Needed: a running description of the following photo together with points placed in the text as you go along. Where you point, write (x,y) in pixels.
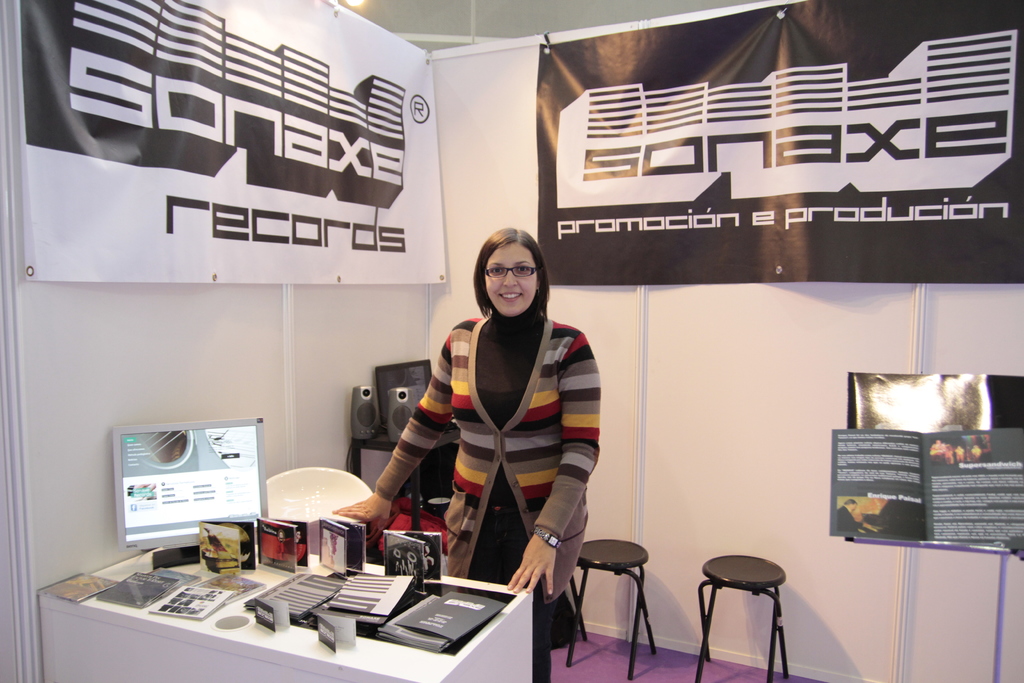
This image is taken indoors. In the background (251,402) there is a wall (809,432) and there are two banners (595,178) with text (224,152) on them. There are two stools (716,582) and there is a table (404,443) with a few devices (387,399) on it. In the middle of the image of a woman (564,385) is standing on the floor (581,659) and she is with a smiling face (497,288). On the left side of the image (296,644) there is a table (238,615) with a monitor (190,465), a few books (149,591) and a few things (349,608) on it and there is an empty chair (327,490). On the right side of the image (925,497) there is a book (918,477) on the stand (929,408).
